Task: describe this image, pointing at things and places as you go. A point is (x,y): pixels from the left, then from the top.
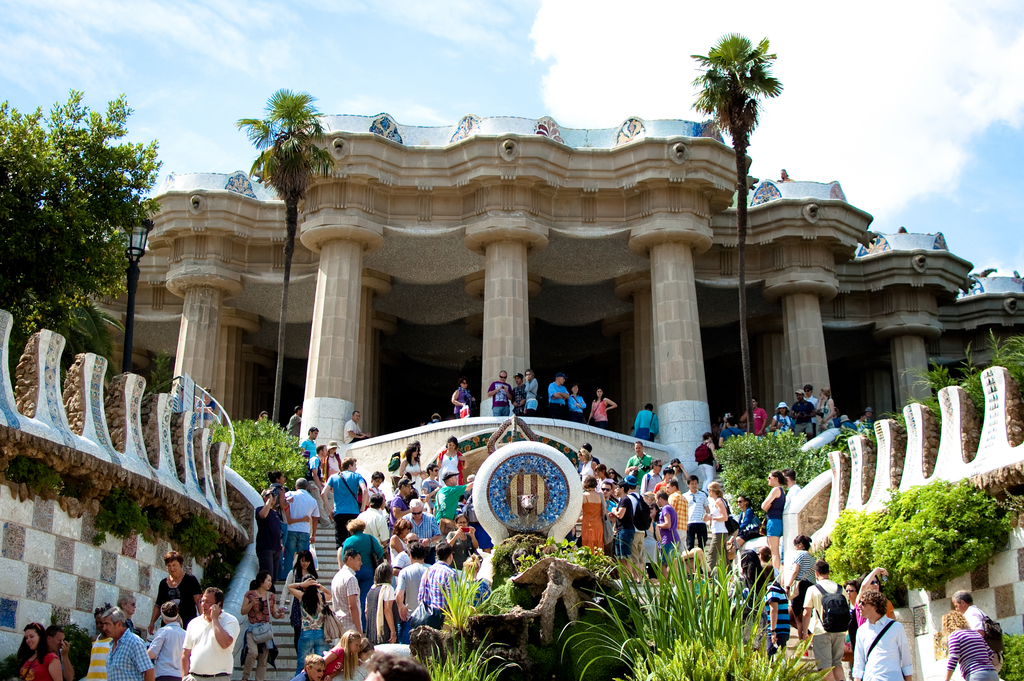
In this image there are so many pillars (684,330) under the roof (975,319), in-front of that there are so many people (852,647) standing on the stairs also there sculpture (513,418) in the middle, beside that there are some plants (276,457).
